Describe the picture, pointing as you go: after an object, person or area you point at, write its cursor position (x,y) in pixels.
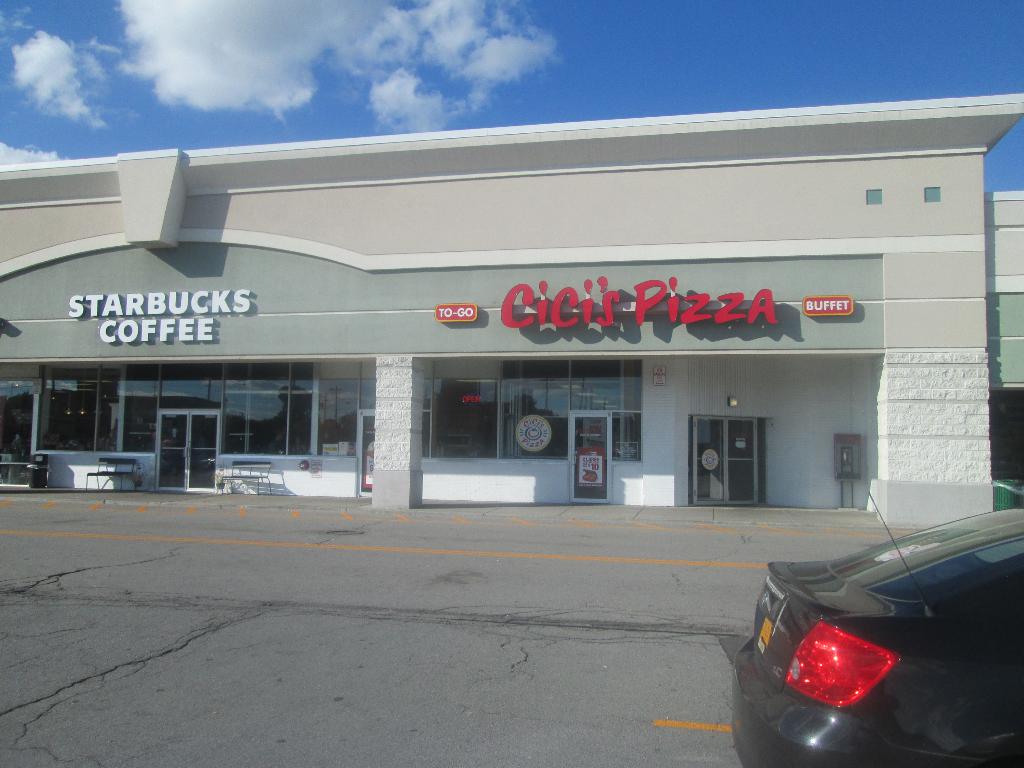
In this picture I can observe a building (245,269). There is some text (162,299) on the building (418,306). In front of the building (319,386) there is a road (309,646). On the right side (831,644) I can observe a black color car (825,645) on the road (694,646). In the background (542,69) there are some clouds (201,55) in the sky (363,78).
